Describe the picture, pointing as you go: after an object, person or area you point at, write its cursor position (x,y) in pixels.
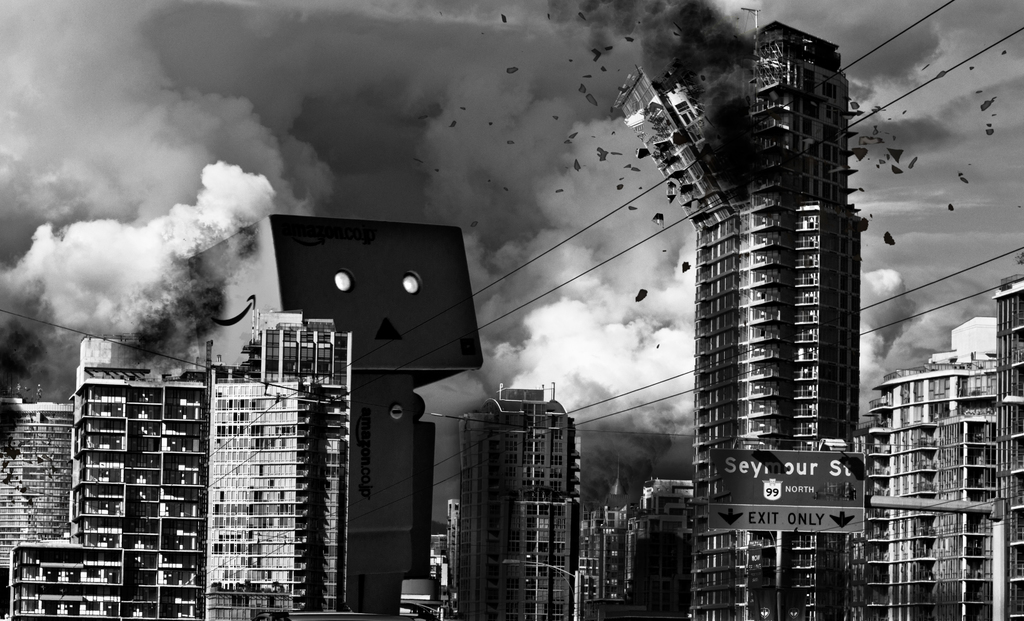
In this picture we can see buildings (98,507), direction board (802,466), pole (999,555) and in the background (919,335) we can see smoke (470,105).
